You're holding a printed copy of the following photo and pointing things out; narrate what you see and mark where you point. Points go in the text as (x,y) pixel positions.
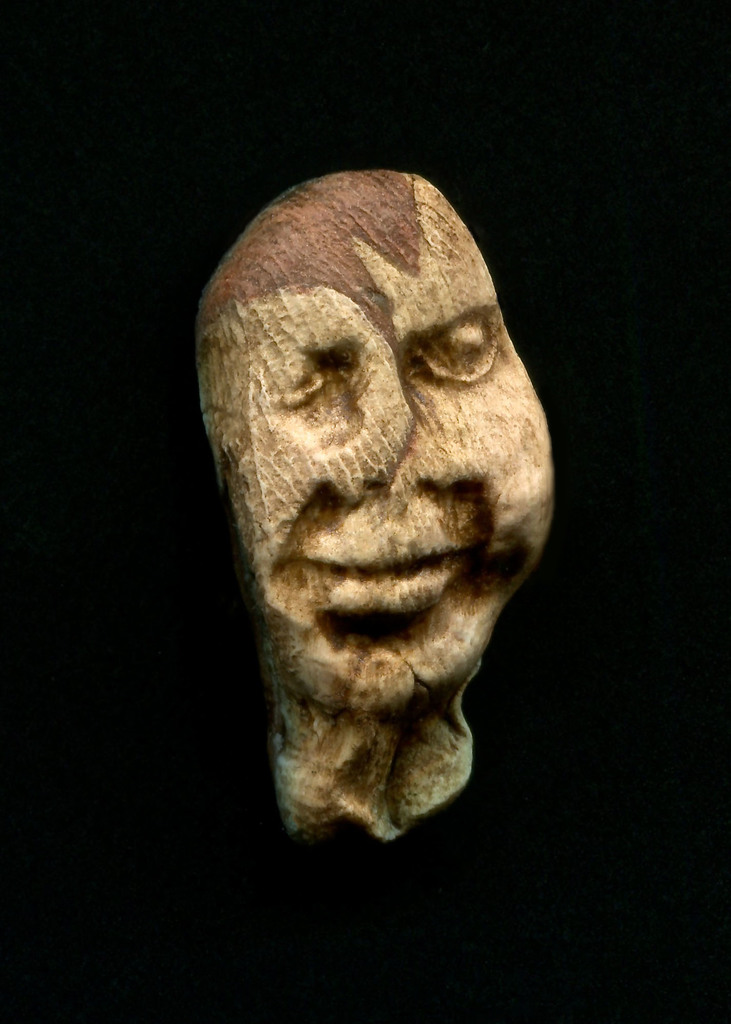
In this image I can see an object (363,437) which is cream and brown in color which is in the shape of a human head (394,532) and I can see the black colored background (562,695).
